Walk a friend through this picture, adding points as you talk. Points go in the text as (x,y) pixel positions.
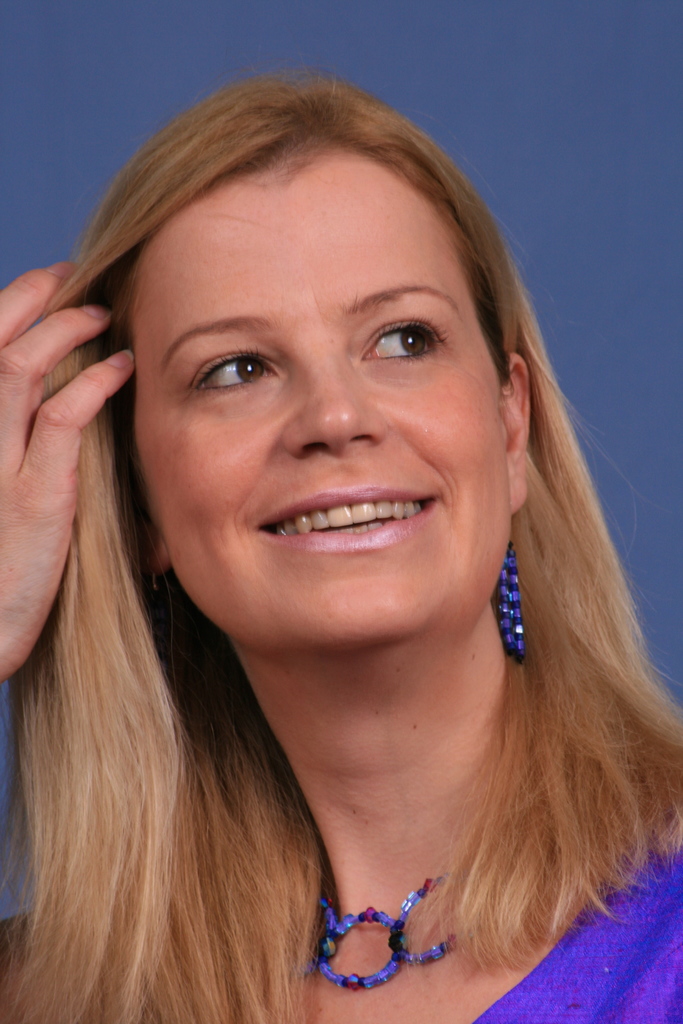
In this image, we can see a person (421,765) on blue background.
